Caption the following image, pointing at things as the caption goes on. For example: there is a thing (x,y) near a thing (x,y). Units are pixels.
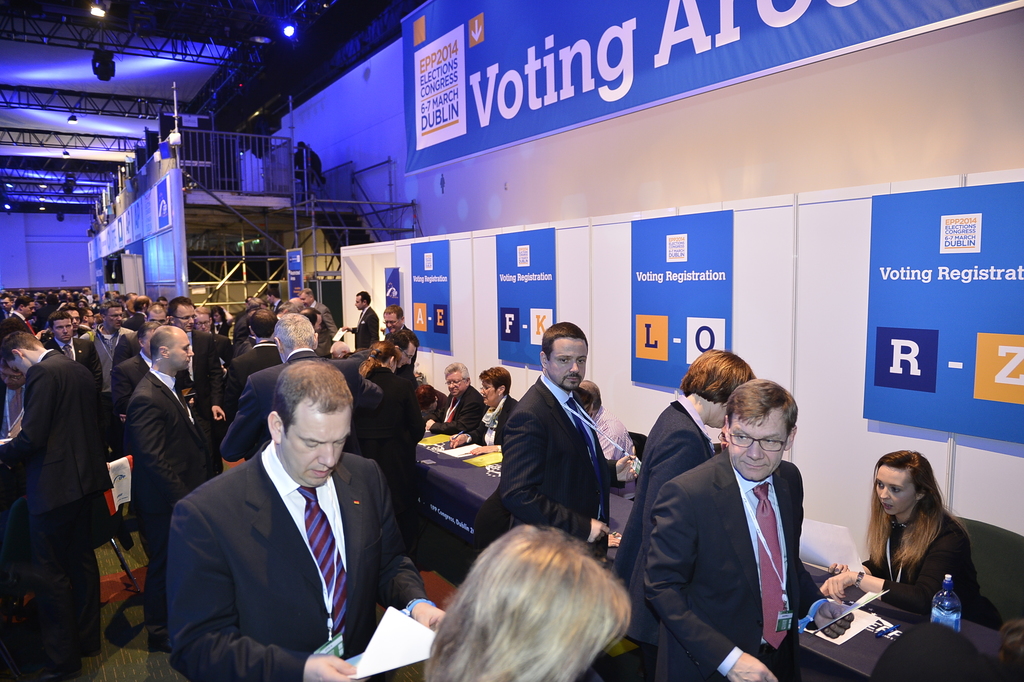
This image is taken indoors. In the background (666,151) there is a wall (857,293) with a few boards (523,118) with text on them and there is a staircase (343,214) with railing (220,142). At the top of the image (145,88) there is a roof (95,118) with lamps (75,117) and iron bars (63,142). In the middle of the image (562,373) many people (206,681) are standing on the floor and a few (506,395) are sitting on the chairs (972,554) and there is a table (455,496) with many things (872,616) on it.
